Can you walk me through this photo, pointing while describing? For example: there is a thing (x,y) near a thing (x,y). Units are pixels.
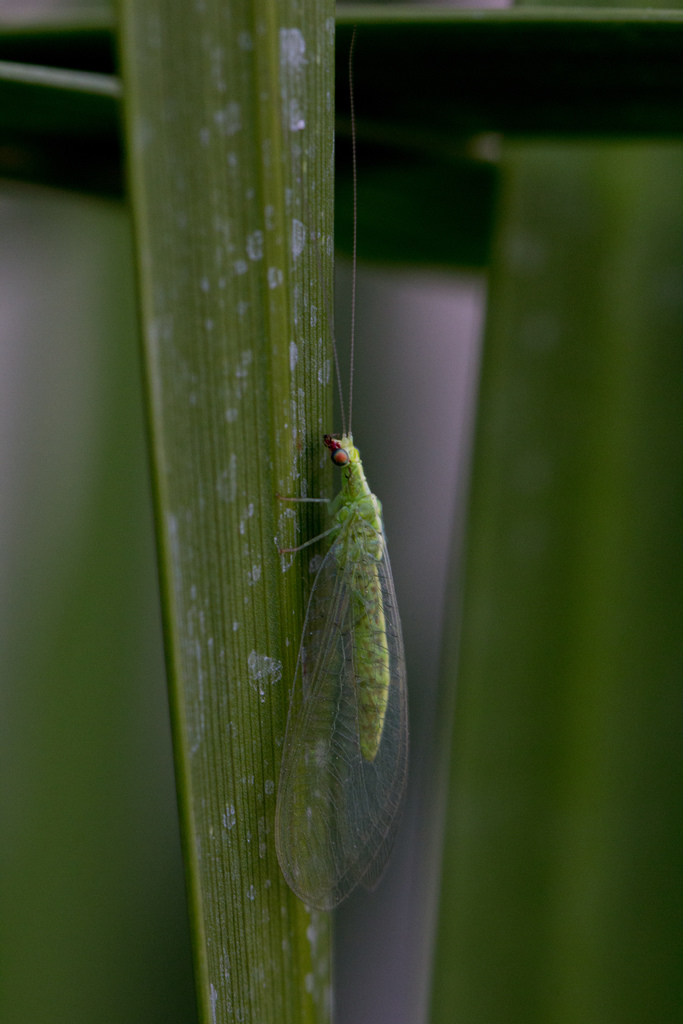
In this picture there is an insect (344,542) on the leaf (281,526). At the back (480,714) image is blurry.
